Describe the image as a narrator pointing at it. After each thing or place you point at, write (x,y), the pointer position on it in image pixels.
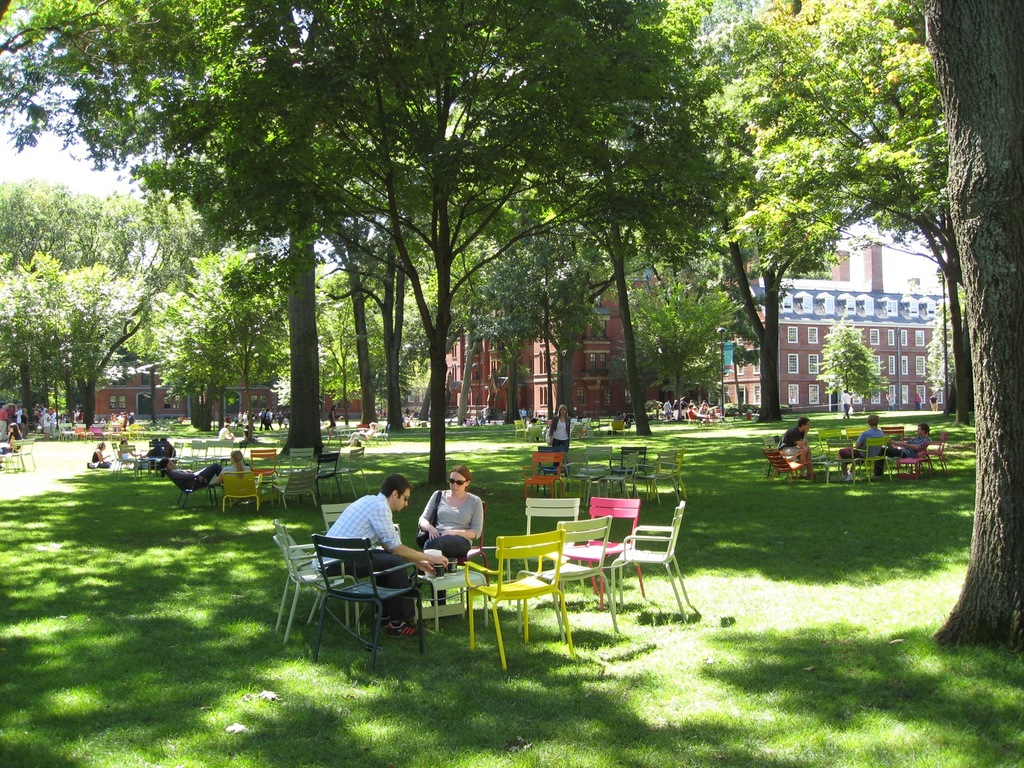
In this image there are group of people (877,421). There are tables (435,597), chairs (419,589) in the image. There are glasses (452,570) on the table (453,586). At the back (811,318) there is a building (878,310) and there are trees (826,373). At the top (39,160) there is a sky (54,160).
